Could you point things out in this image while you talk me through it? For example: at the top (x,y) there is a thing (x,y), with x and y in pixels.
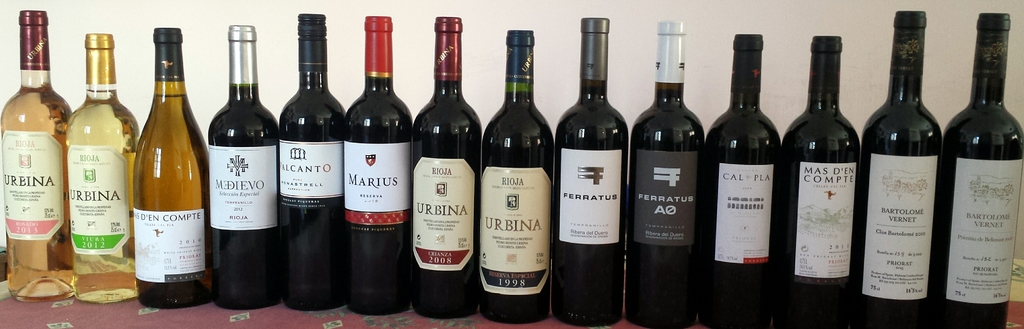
in this picture we can see a number of bottles (548,167) with a label (399,197) on it, which is filled with the liquid (122,148).
